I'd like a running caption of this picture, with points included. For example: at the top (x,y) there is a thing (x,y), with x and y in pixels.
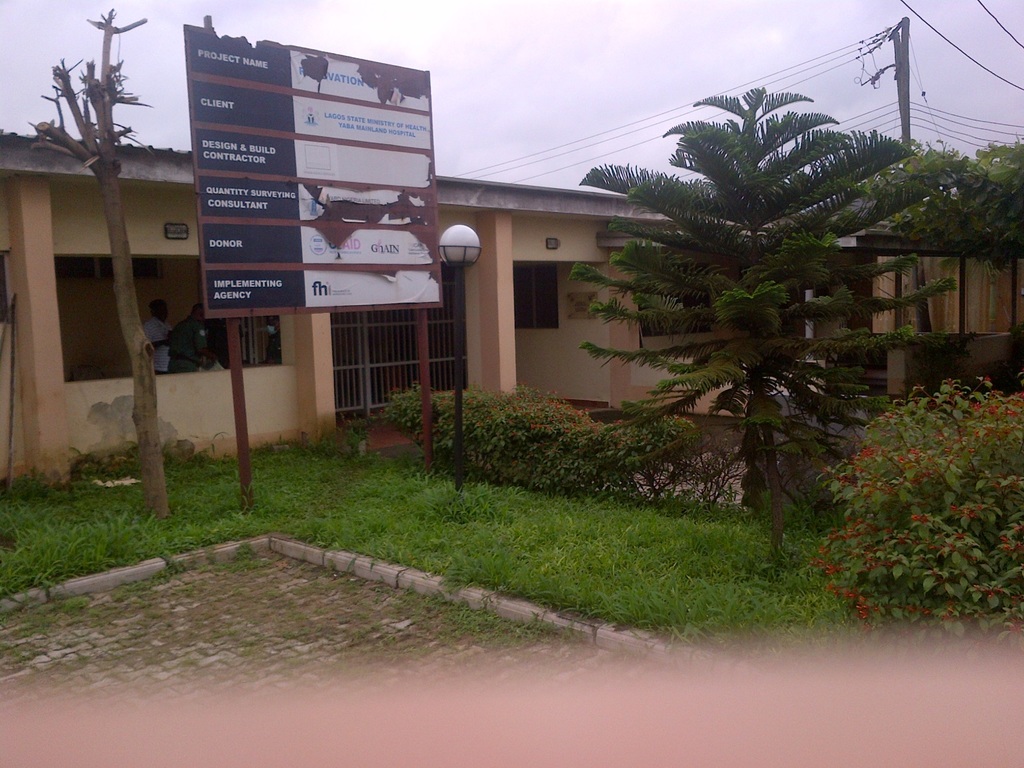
In this image I can see few trees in green color, I can also see the light pole (446,254). Background I can see the board (265,263) attached to the pole (233,330), few persons (174,340) standing, the gate (348,344) and I can also see the electric pole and the sky (535,96) is in white color.
